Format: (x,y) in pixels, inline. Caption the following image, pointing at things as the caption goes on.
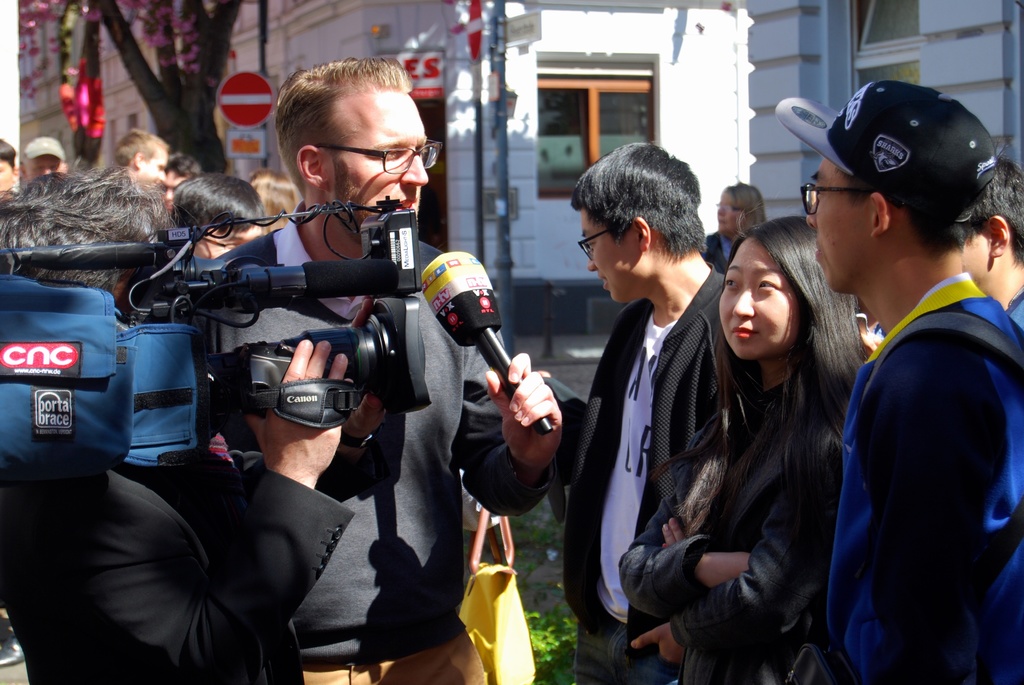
There is a group of persons (840,449) standing on the right side of this image (814,380) and there are some persons (450,368) standing on the left side of this image (304,528). The person (94,509) standing on the left side (118,431) is holding a camera (206,317) and the right side person (432,322) is holding a Mic (462,328). There are some building (588,107) and some trees (163,97) in the background (668,73).
